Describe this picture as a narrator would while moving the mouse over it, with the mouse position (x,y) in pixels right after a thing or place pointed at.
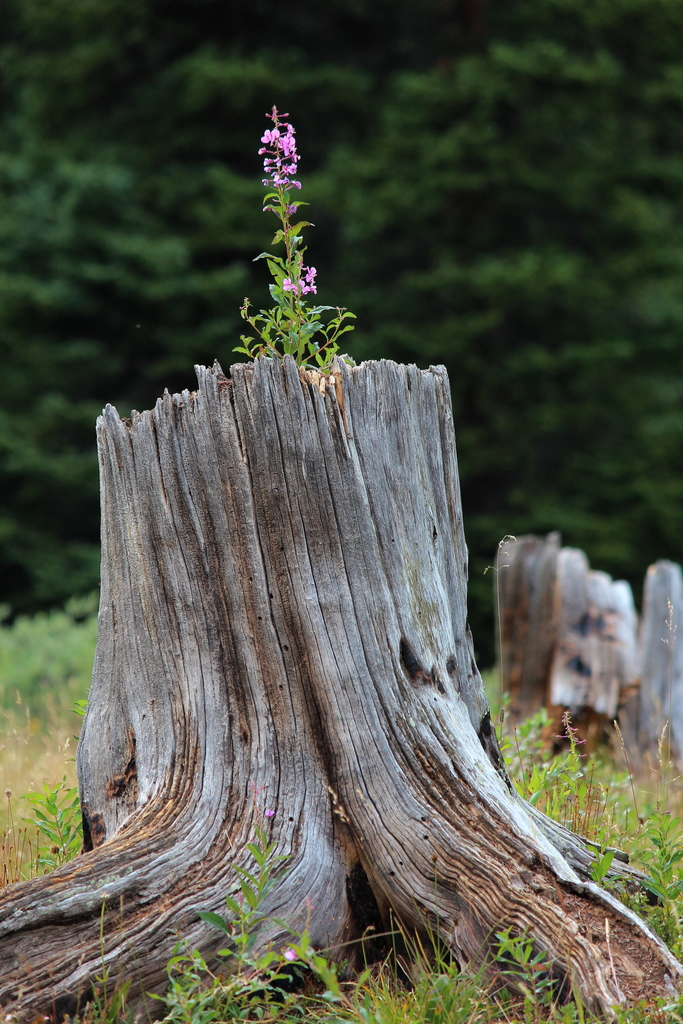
In the image we can see a tree trunk (275,598), grass (386,961), plant (306,331) and pink flowers (282,161). The background (385,160) is blurred.
